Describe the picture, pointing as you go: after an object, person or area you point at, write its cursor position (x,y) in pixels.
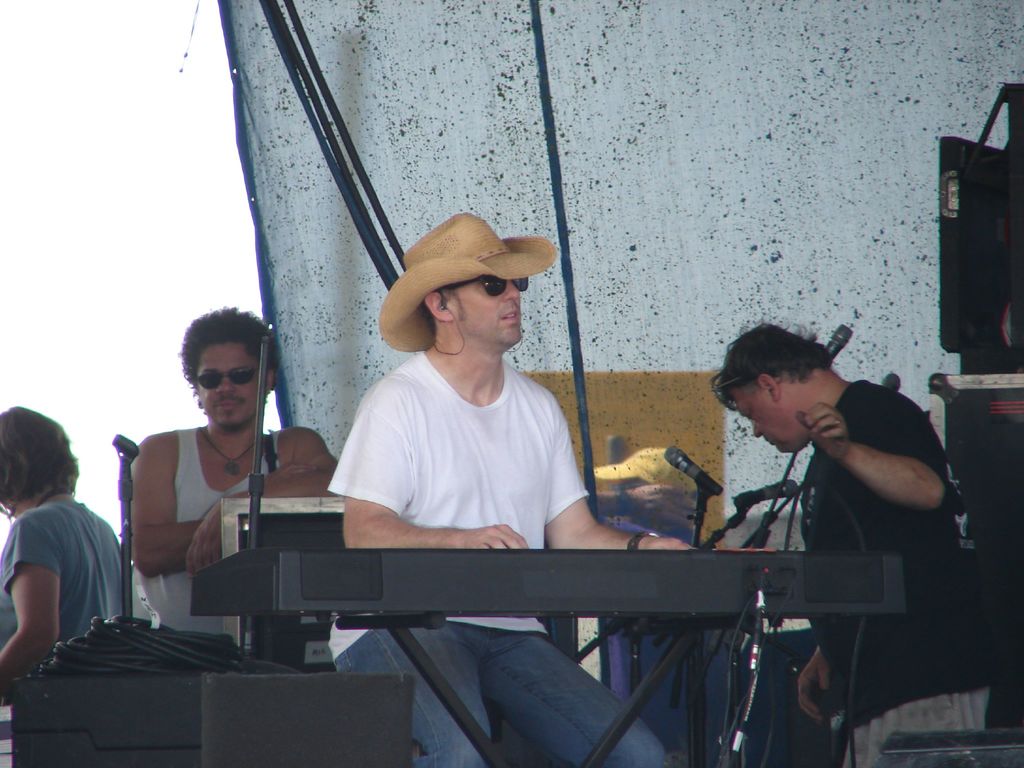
In this image, there are a few people (522,633), musical instruments (240,554), microphones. We can also see some objects (1023,94) on the right (963,163). We can see some stands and wires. We can also see some cloth (540,14) and some objects (13,685) at the bottom (371,727). We can also see the sky (94,15).
